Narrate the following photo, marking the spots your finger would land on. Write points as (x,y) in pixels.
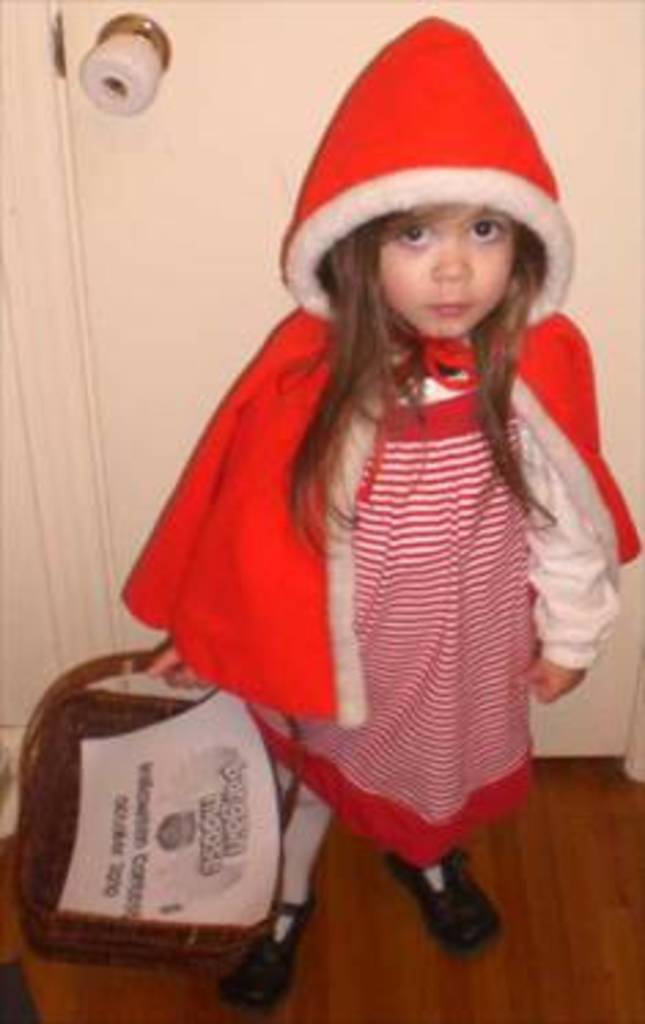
Here I can see a girl (324,577) wearing a red color dress (421,681), holding a basket (74,927) in the hand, standing on the floor (576,941) and looking at the picture. At the back of her I can see a door (182,245) and a knob (100,69) is attached to it.
